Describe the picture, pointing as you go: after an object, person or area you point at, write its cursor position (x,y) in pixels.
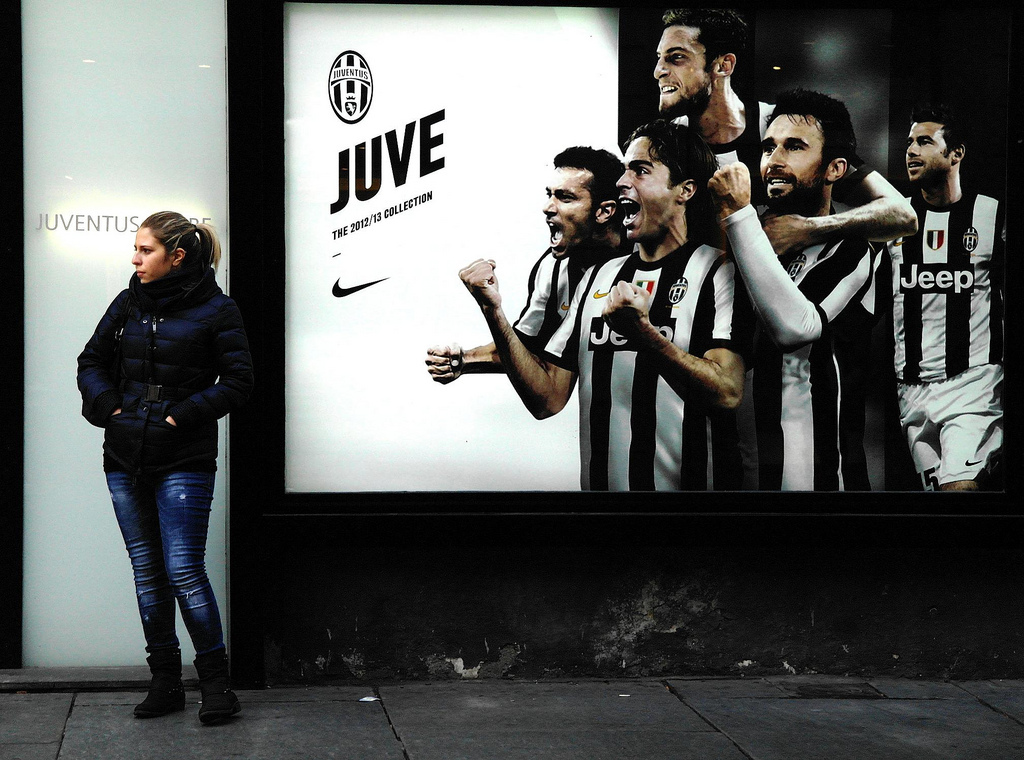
This is an edited image. On the left side (193,328), we see the woman (94,367) in the black jacket (198,375) is standing. Behind her, we see a wall (237,188) in white and black color. On the right side (934,265), we see five men (669,270) are standing. Behind them, we see a white color board (421,251) with some text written on it. At the bottom of the picture (564,685), we see the pavement (334,711).
